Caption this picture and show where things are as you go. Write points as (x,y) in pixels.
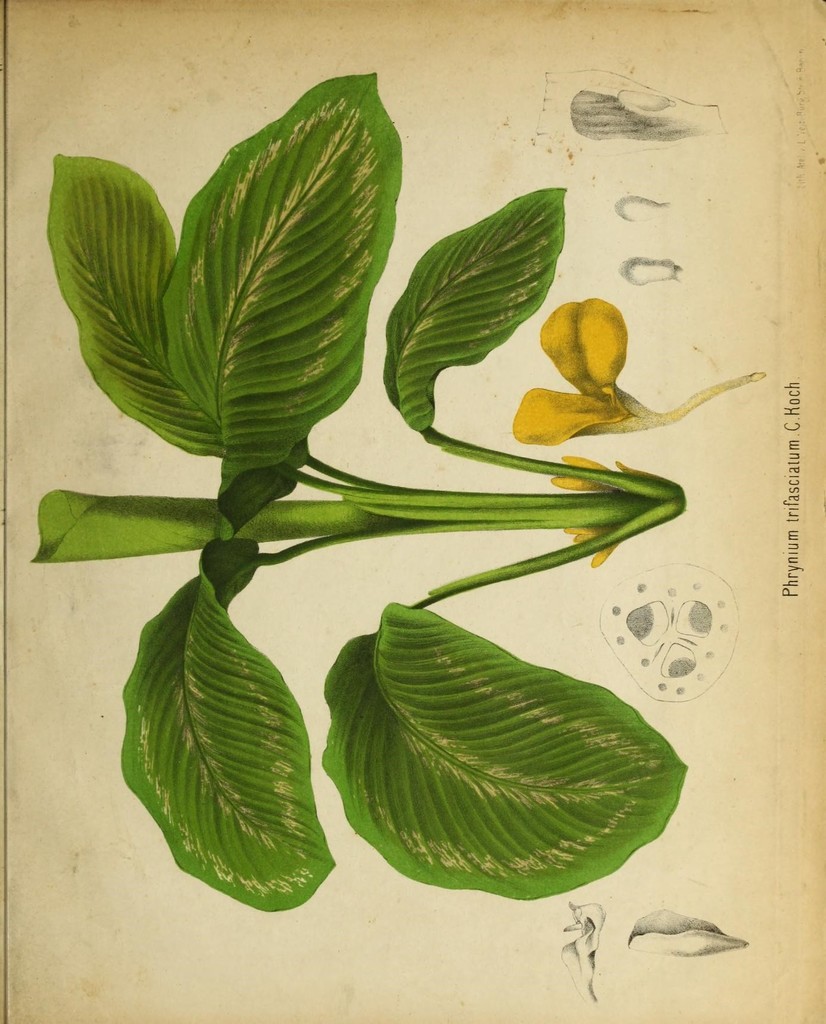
In this image we can see the paper (365,962) with the text (789,409), plant (174,625) and also flowers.
